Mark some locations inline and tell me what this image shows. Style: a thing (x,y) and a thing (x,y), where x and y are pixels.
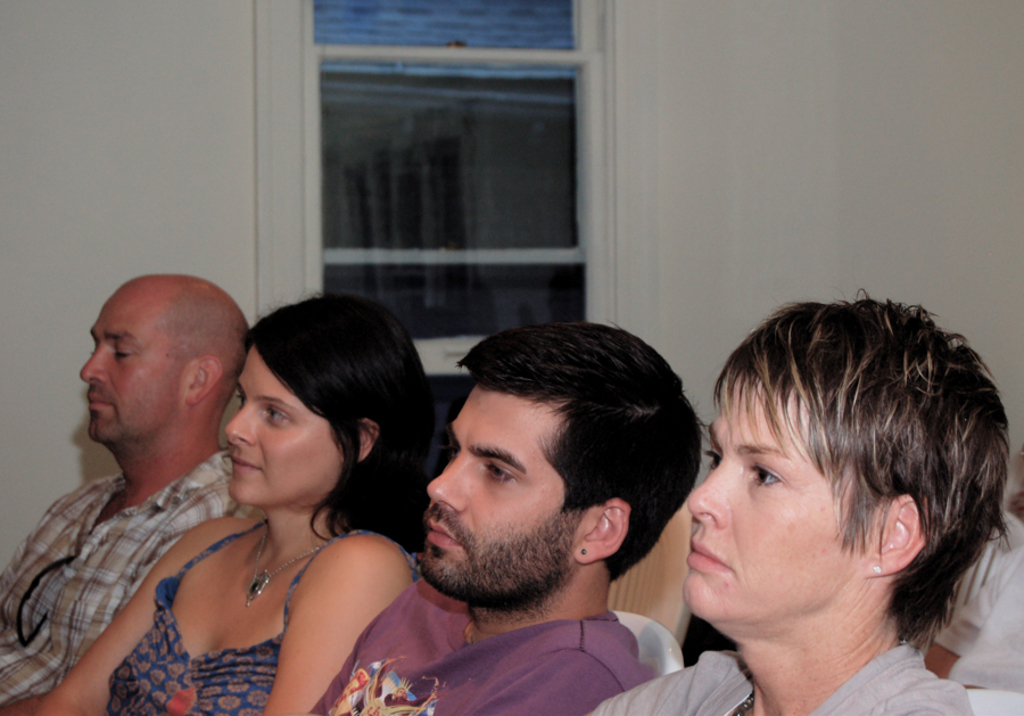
In this picture we can see few people (501,611) and in the background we can see the wall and a window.
